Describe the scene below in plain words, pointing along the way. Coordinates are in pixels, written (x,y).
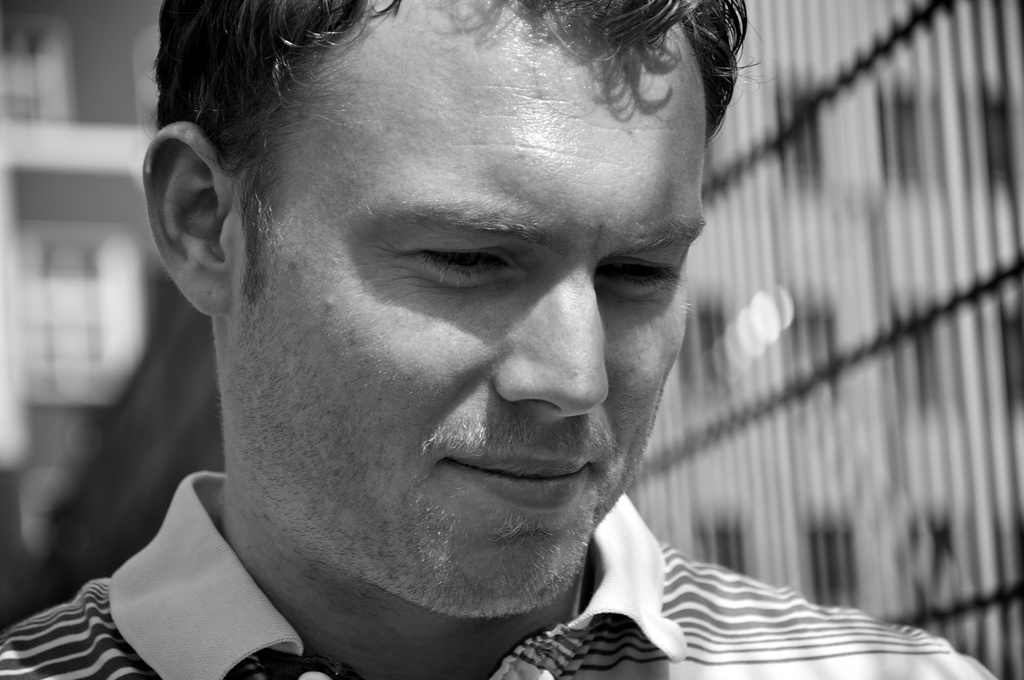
In this picture there is a man (335,625) standing in the front (491,644), smiling and looking down. Behind there is a blur background (760,481) with iron fencing grill (795,381).
